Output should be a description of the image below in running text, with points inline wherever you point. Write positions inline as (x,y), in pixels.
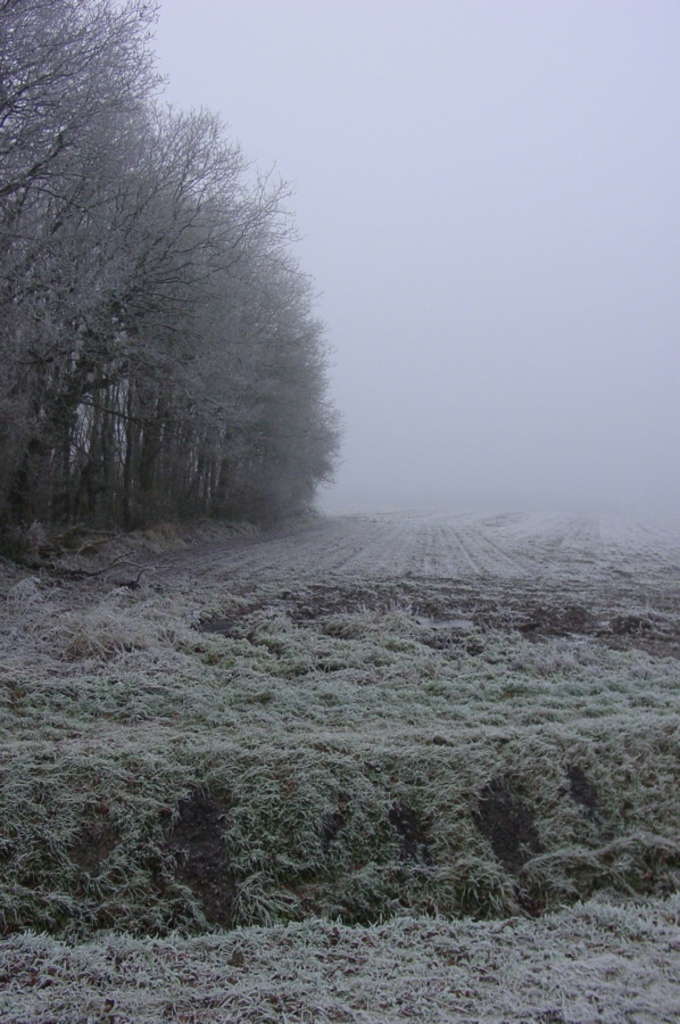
In this picture we can see the farmland (441,614). On the left (129,76) we can see many tree (24,107). At the bottom (194,965) we can see plants (428,747) and grass (485,676). In the top right (549,157) we can see the fog (553,142).
